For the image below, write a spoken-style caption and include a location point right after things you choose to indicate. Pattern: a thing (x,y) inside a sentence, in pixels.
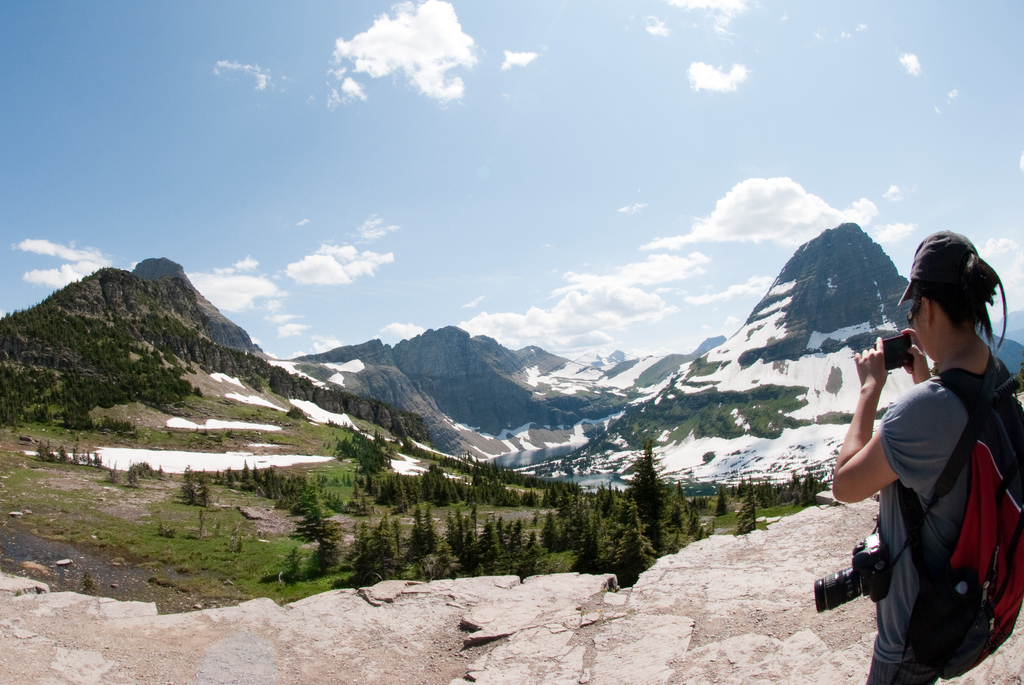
In this image, I can see the mountains (482,365) with the snow (715,455) and the trees (356,527). On the right side of the image (941,368), I can see a person (893,629) standing and holding a camera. At the top of the image (233,176), I can see the clouds (433,85) in the sky (576,110).
